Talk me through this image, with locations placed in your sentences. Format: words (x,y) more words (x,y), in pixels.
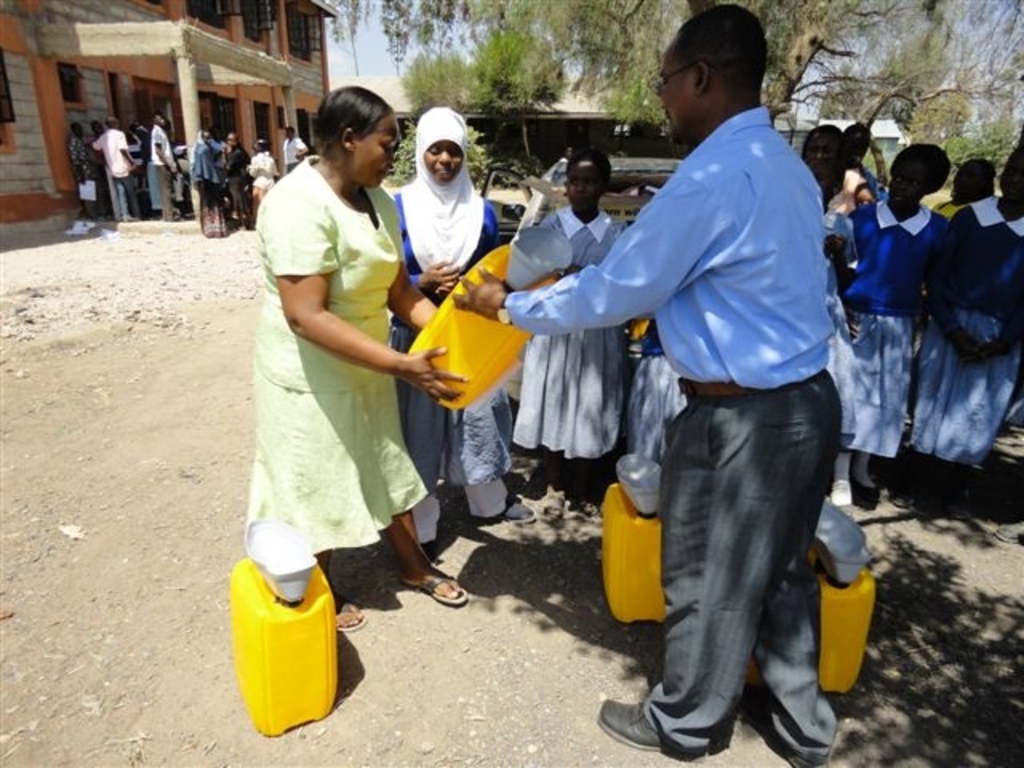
In this image there are people (372,286), yellow cans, trees (795,60), a building (225,42), shed (394,93), sky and objects (278,536). Among them two people (768,269) are holding a yellow can (487,268).
